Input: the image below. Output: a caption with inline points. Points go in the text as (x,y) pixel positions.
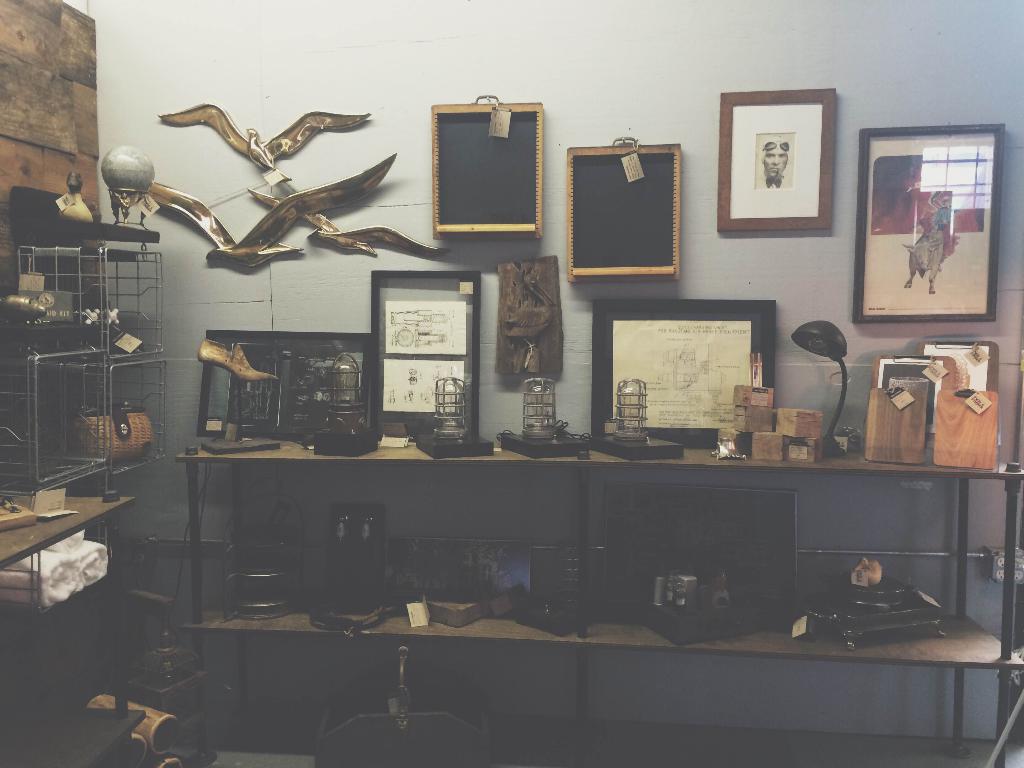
In this image I can see few racks (726,645) in which I can see few photo frames (658,337), few lights (817,343), few wooden pads (991,410), a shoe (266,374) and few other objects (501,556). I can see a white colored towels (58,543), a bag (91,436) and few other objects (155,665). I can see few photo frames (614,158) attached to the white colored wall (613,64).
